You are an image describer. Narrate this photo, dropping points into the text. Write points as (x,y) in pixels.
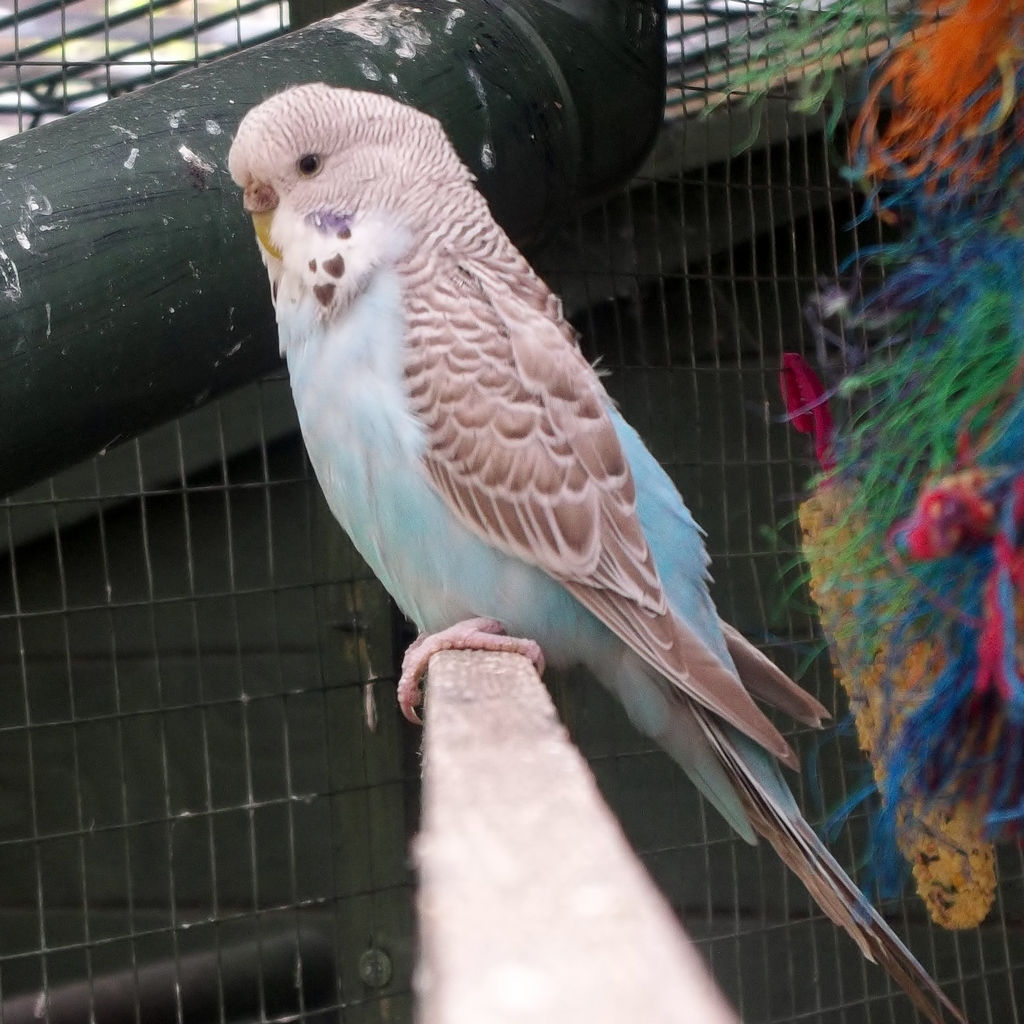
In this image we can see a bird (464,440) on the wooden surface (529,803). In the background (166,346), we can see the mesh (189,624), pipe (193,392) and one colorful object (956,628).
